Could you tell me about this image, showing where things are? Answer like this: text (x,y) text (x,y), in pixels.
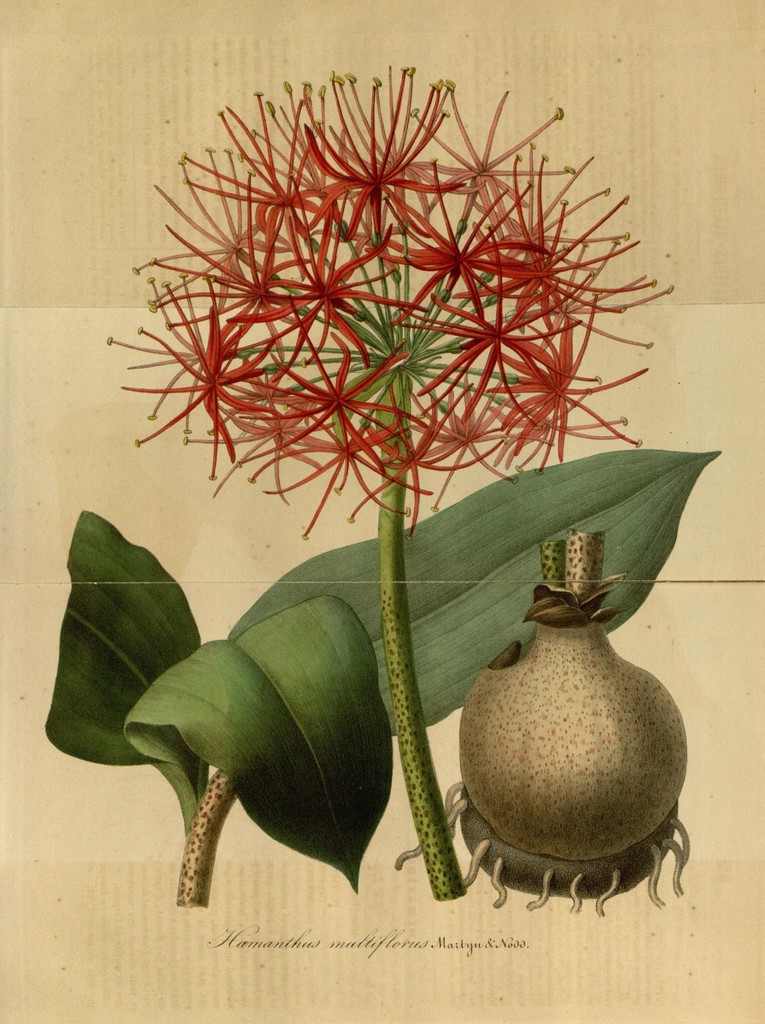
In the image there is a art (355,408) of flower (304,275), plant (580,552) and seed (568,756) in a paper (368,21).
